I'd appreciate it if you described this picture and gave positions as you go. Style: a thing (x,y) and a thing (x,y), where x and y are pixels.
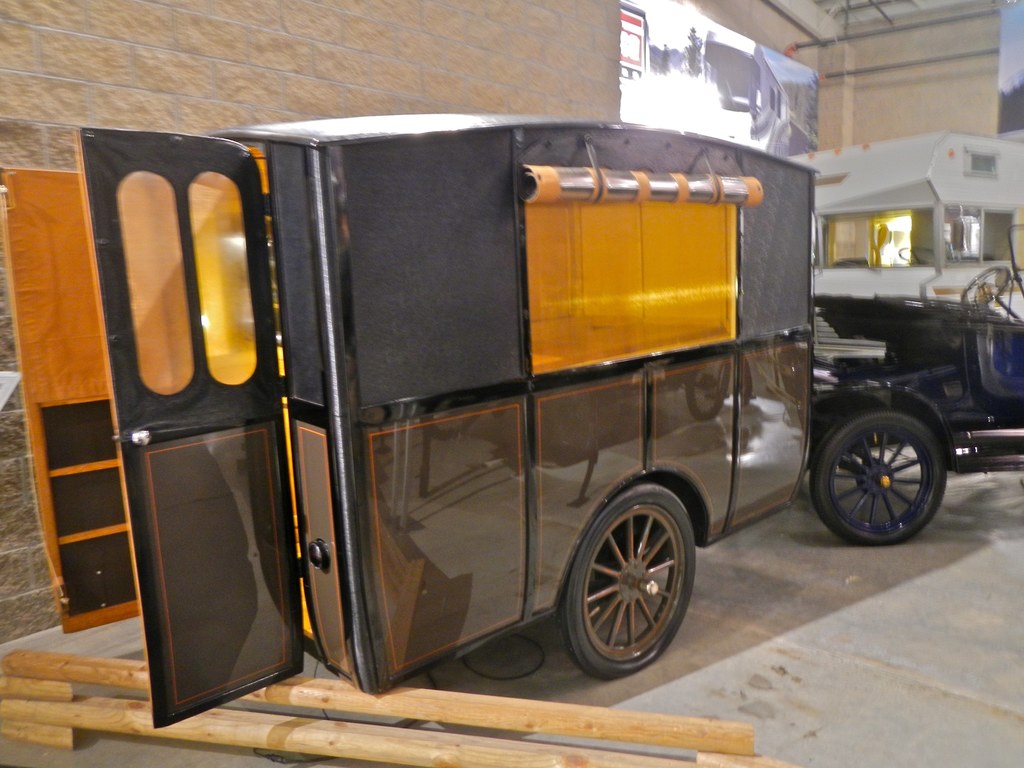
In this image we can see a few vehicles (486,463), there is some wood (143,669) on the floor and also we can see the wall (885,81) and other objects (775,58).
